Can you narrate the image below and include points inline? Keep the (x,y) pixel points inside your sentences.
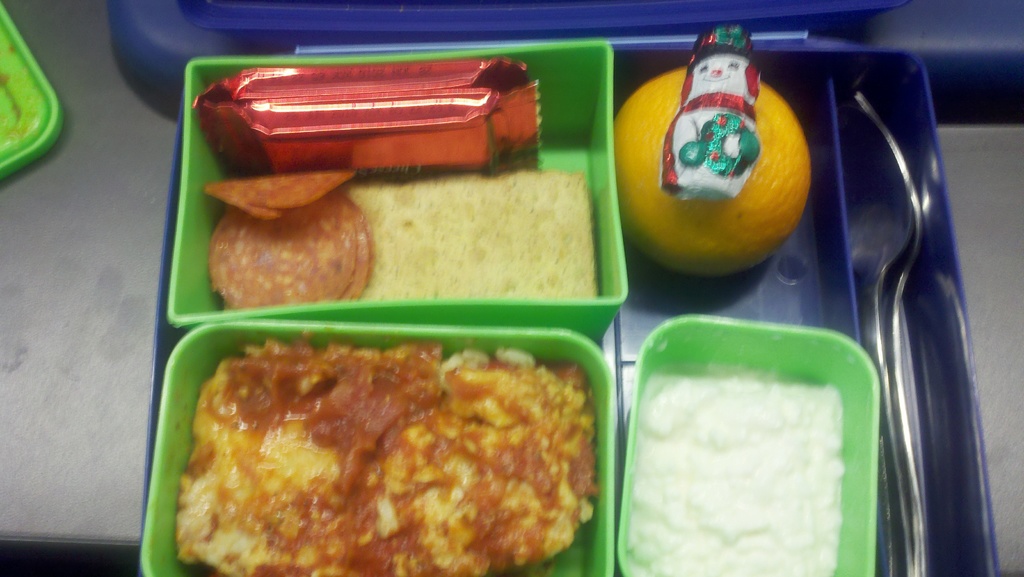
In the foreground of the picture (523,113) we can see plastic boxes (814,203), spoons (891,190), food items (496,244), fruit (746,204), packets (374,108) and other objects (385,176). At the bottom (43,460) there is a table (992,385).
